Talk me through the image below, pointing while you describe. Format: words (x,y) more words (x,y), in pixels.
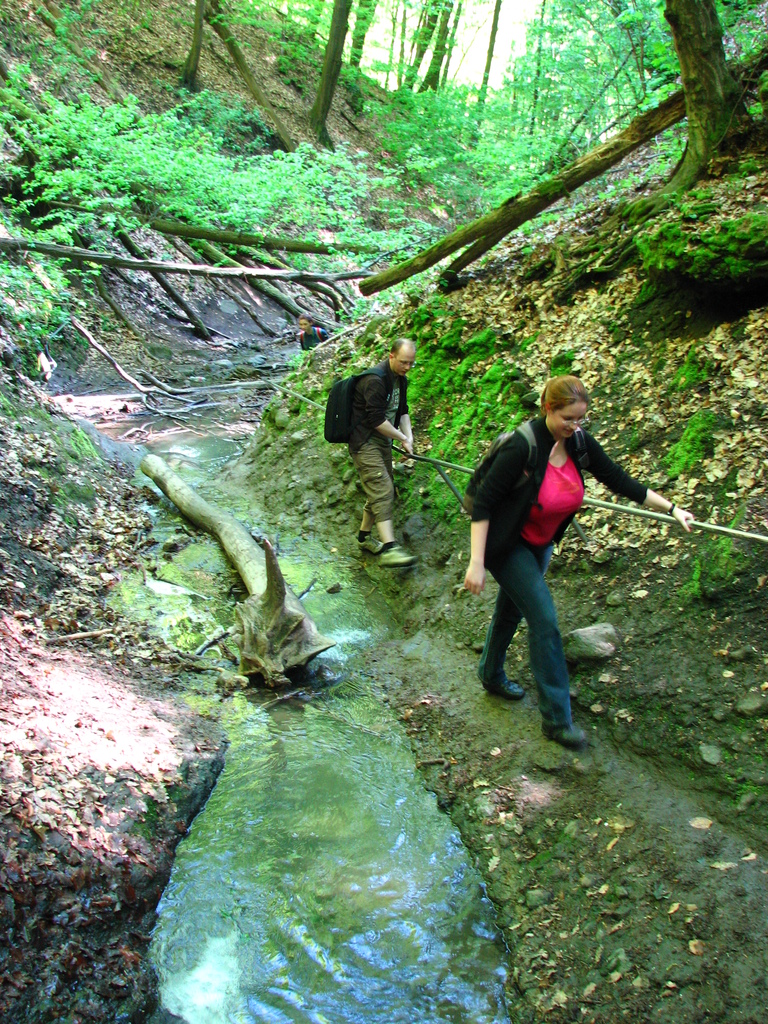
In this image we can see a man (406,450) and a woman (495,646) walking on the ground (431,659) holding a pole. We can also see some dried leaves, plants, water (399,740), the bark (180,503) of the trees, some wooden poles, a group of trees (512,106) and the sky (480,51).
